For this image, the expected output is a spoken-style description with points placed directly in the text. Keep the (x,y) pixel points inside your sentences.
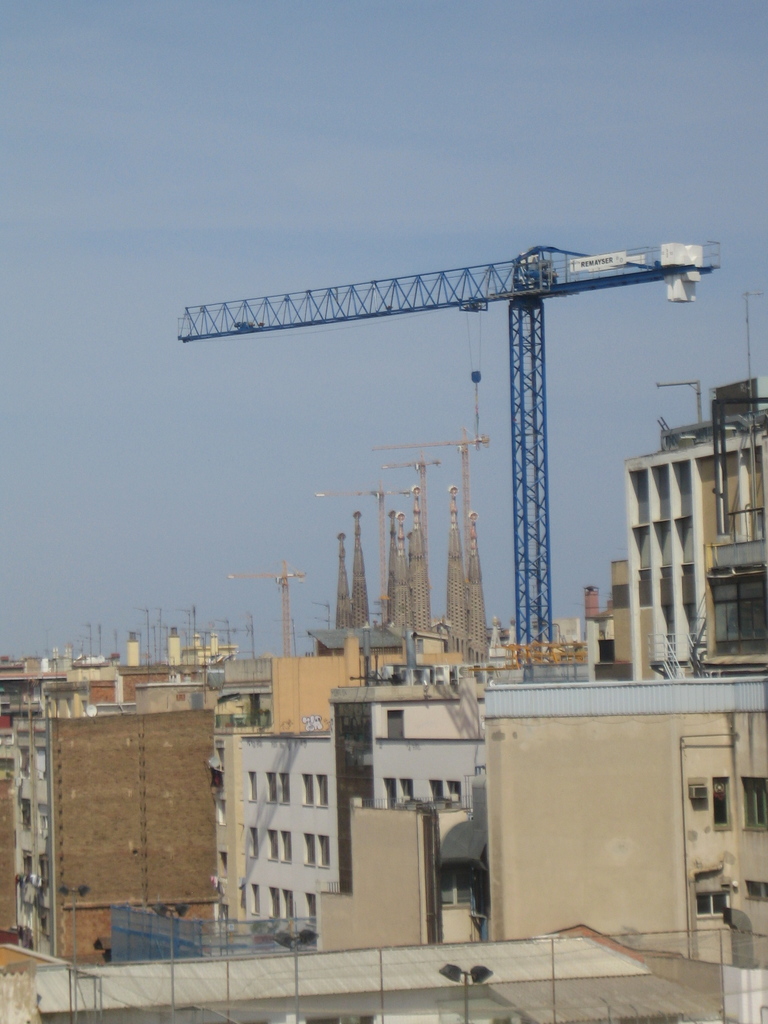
This picture is clicked outside. In the foreground (243,943) we can see the metal rods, buildings (561,744) and the windows (451,783) of the buildings (548,706). In the background (580,416) we can see the sky (165,73), metal rods (212,310), towers (460,591) and some other objects (538,650).
